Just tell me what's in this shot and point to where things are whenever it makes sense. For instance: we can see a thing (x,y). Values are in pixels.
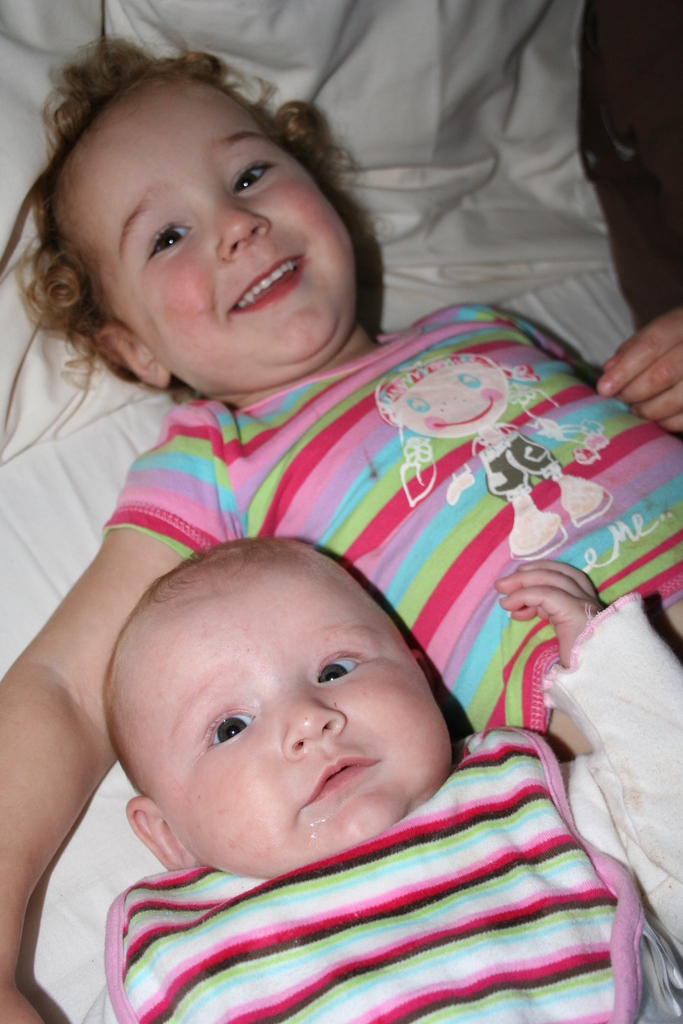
In this picture I can see a kid (431,502) and a baby (430,805) laying on the bed (48,87).
